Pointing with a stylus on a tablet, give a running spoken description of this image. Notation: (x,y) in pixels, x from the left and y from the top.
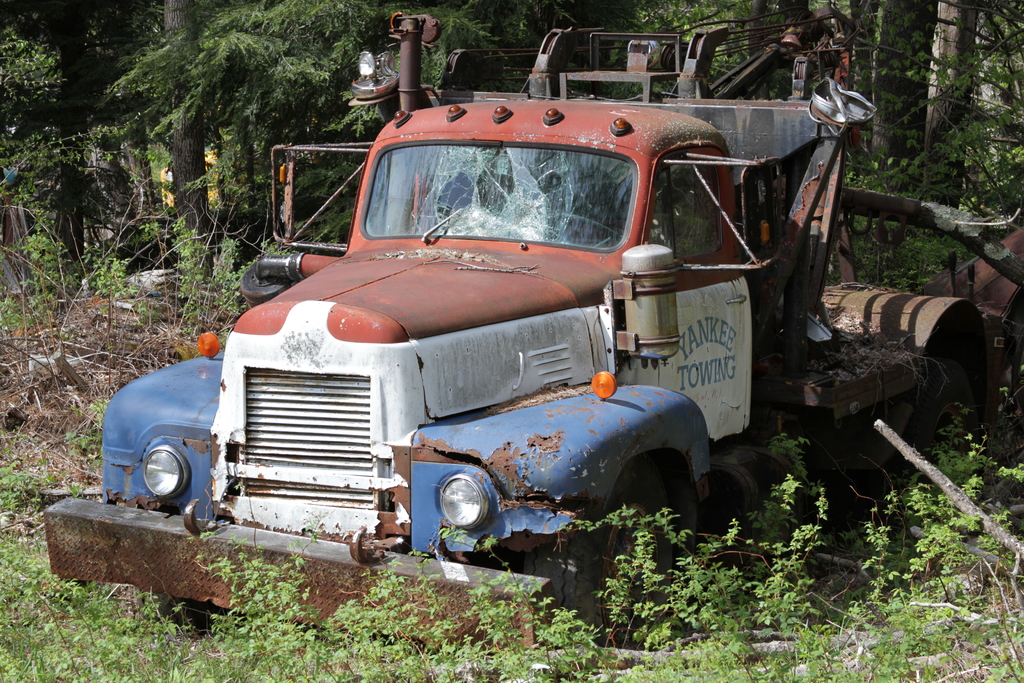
In this image we can see a vehicle (507,402) on the ground (59,630) and there are some trees (334,112) in the background (346,193).
